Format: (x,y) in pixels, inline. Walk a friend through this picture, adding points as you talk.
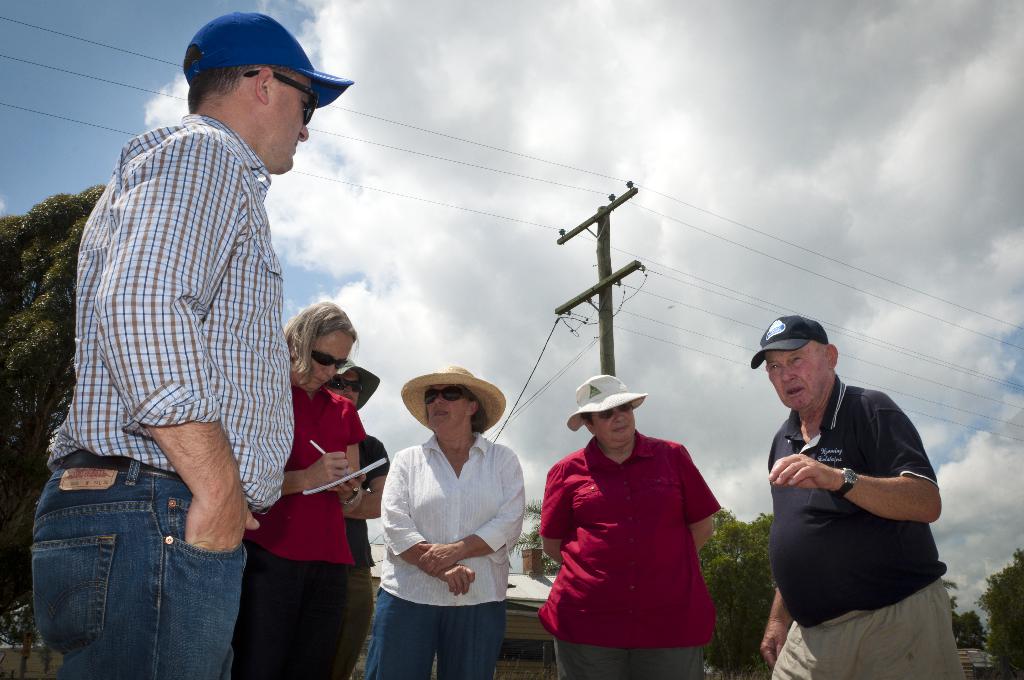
This is an outside view. Here I can see few people (473,492) standing. The man (791,543) who is on the right side (840,485) it seems like he is speaking and most others (637,497) are looking at this man (803,460) and most are having hats (592,394) on their heads (461,414). In the background (38,430), I can see few trees (26,410) and building (524,612) and also there is a pole (612,293) along with the wires (660,298). At the top of the image (612,42) I can see the sky (135,22) and clouds (519,54).
